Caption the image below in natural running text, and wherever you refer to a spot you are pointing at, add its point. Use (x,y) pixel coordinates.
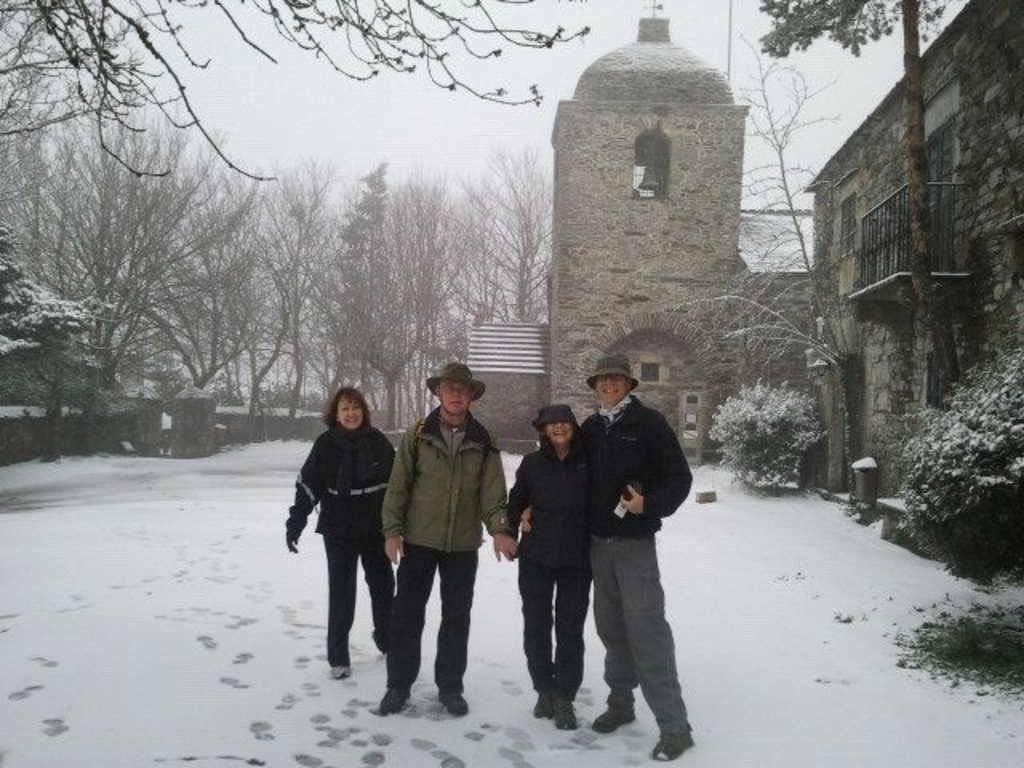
In the foreground of the picture (475,481) there are four people (346,543) standing, they are wearing jackets (605,483) and there is snow (280,754). On the right (943,501) there are plants (913,423), trees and building (996,149). On the left (18,350) there are trees (42,192). In the center of the picture (492,288) towards background (425,242) there are trees (475,294) and building (568,249). Sky (790,67) is foggy.
